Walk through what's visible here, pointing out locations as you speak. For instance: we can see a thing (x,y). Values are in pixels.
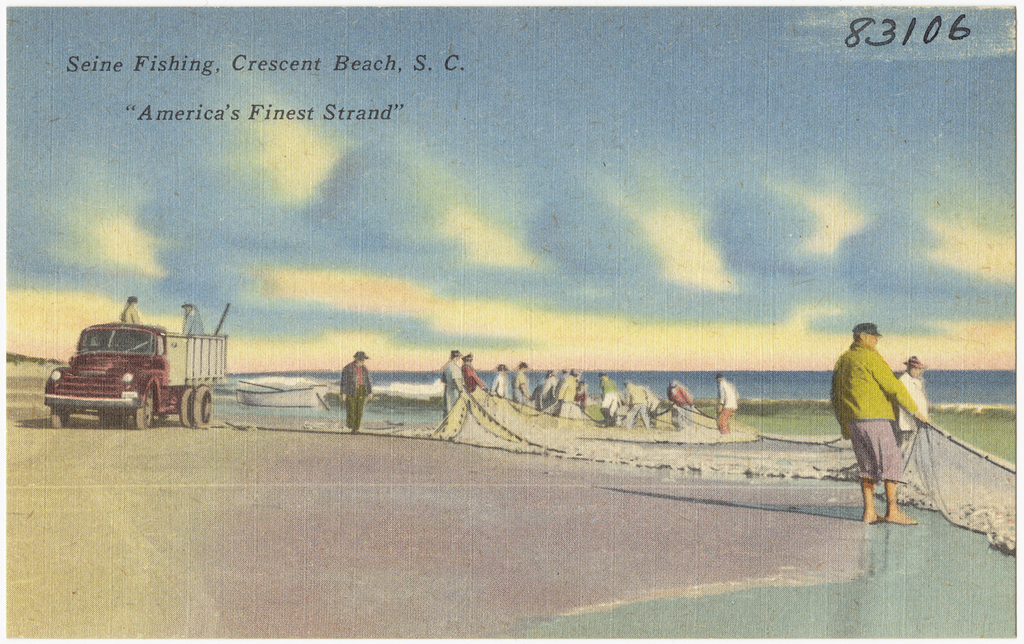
In this picture, we can see a poster (798,461) of a few people (627,396) on the ground (786,503) holding objects (941,494), a few (126,306) on the vehicle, we can see vehicle (156,361), ground (224,420), water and the sky (366,226), and we can see some text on the top side of the picture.
